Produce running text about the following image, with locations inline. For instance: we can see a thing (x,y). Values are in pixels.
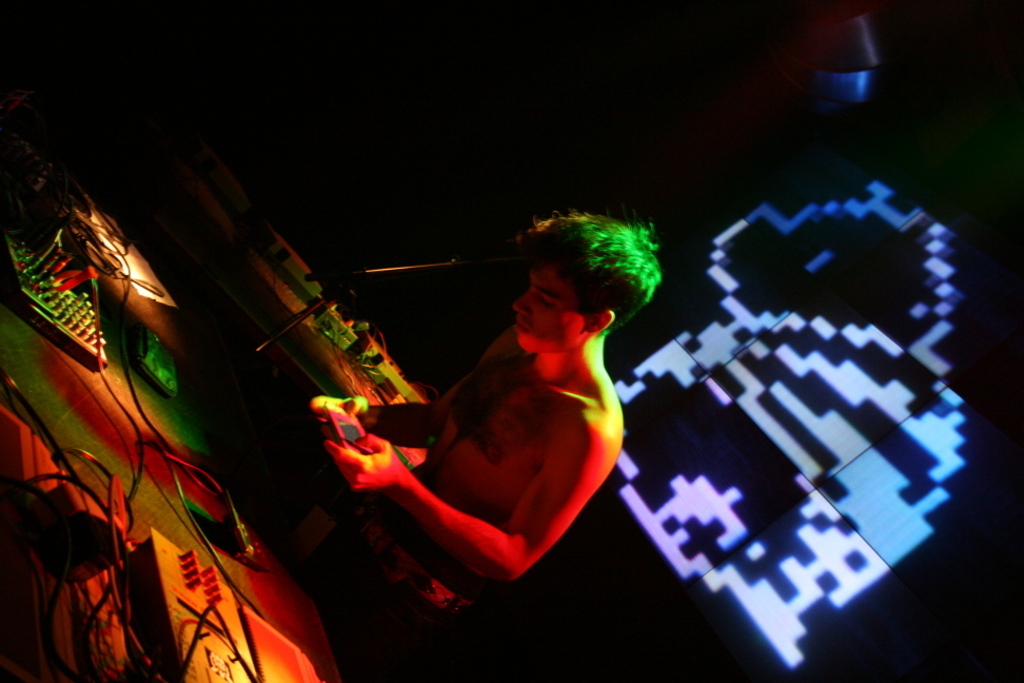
In this image I can see a person (568,445) standing and holding an object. There are DJ systems (66,270), cables (129,682) and in the background (890,203) it looks like a screen (918,289).
